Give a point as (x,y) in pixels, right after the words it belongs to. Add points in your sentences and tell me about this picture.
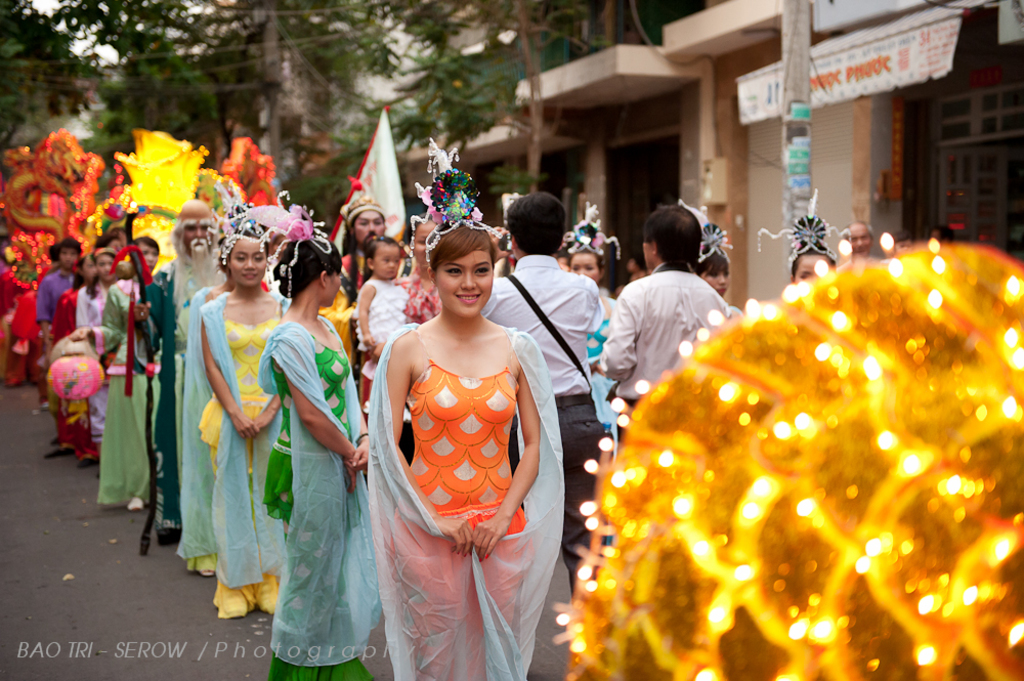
In this picture I can see there are many people (349,331) standing and they are wearing different types of costumes (376,566) and there are few buildings (592,130) and trees (447,96) in the backdrop (261,57).
